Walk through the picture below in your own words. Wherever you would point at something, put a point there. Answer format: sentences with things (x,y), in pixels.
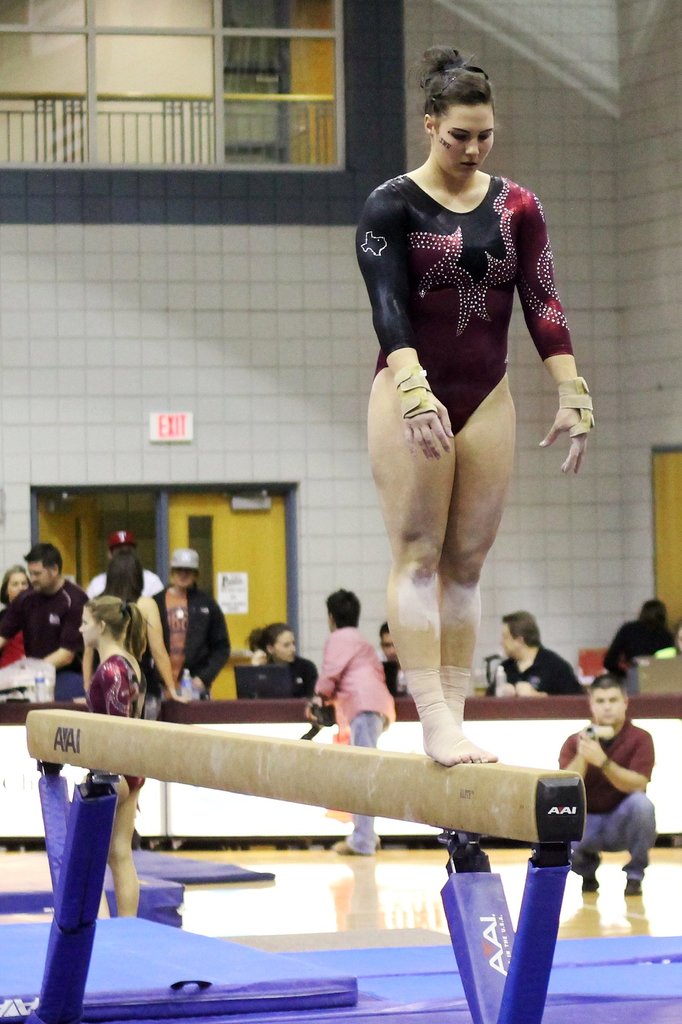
In the center of the image (425,593) there is a woman (417,396) standing on the balance beam (317,781). In the background (108,648) we can see a person's (348,618), fencing (29,766), mats (213,1016), door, wall (192,336) and windows (268,93).
